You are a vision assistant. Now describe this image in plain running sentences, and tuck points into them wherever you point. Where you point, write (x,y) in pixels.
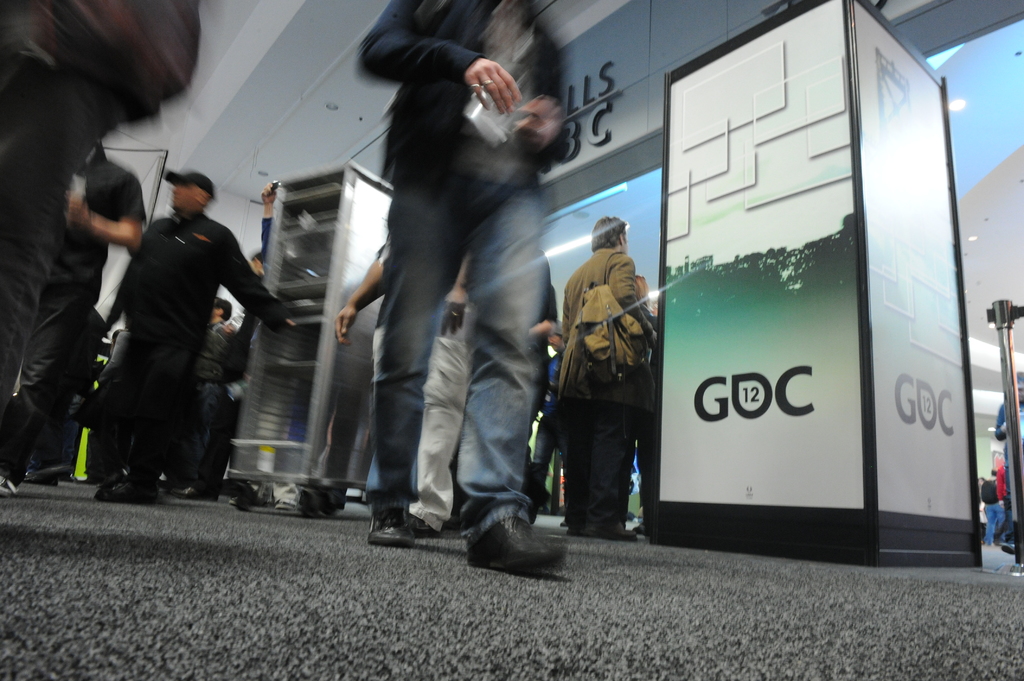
In this image, we can see persons (156,313) wearing clothes (446,330). There is a rack (270,273) in the middle of the image (350,336). There is a barricade stand (1003,358) on the right side of the image (1014,362).
